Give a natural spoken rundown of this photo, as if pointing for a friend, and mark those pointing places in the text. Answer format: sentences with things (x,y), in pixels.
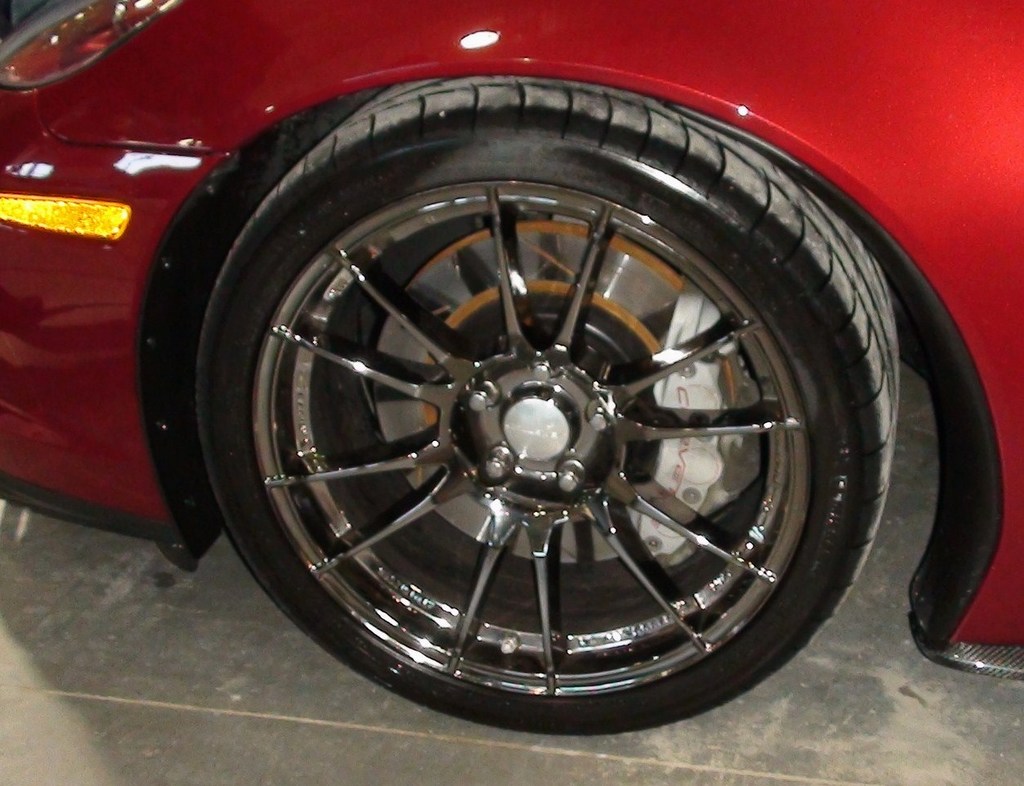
In front of the picture, we see a red car (601,290) and a wheel (367,317) of the car (218,178). At the bottom (336,715), we see the pavement (90,637).
